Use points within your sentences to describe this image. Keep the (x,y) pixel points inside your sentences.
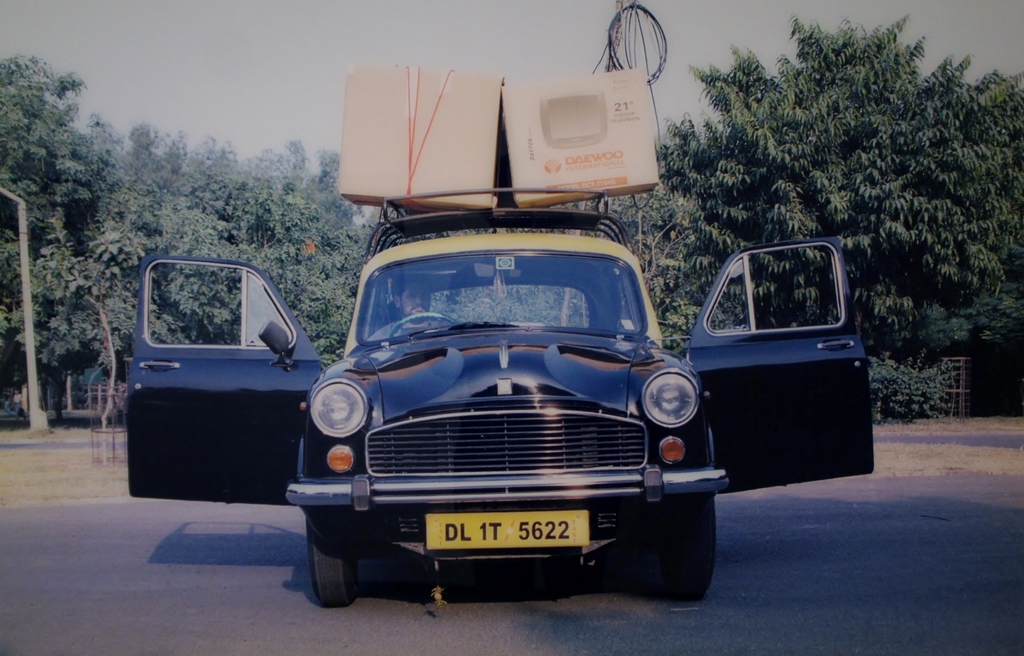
In this image we can see a car (423,416) on the road (751,606) and a person (414,313) sitting in the car (517,301), there are boxes (479,126) on the car (537,210) and there is a pole (617,41) with wire (627,58) and there are few trees (253,242) and the sky (265,57) in the background (680,40).
